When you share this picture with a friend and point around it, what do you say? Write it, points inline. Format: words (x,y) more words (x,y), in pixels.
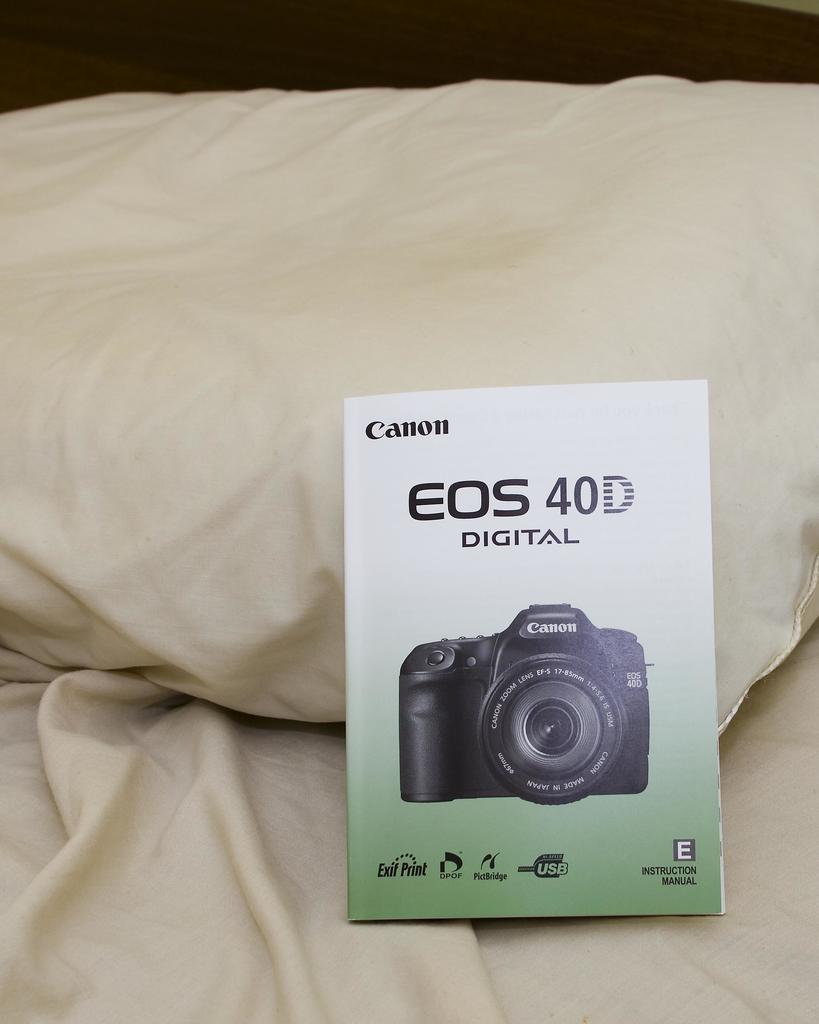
In this image I see a paper (621,563), on which there is an image of a camera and it is also written "EOS 40D Digital" and top of it, it is also written "Canon" and it is on top of the cloth (75,133).
